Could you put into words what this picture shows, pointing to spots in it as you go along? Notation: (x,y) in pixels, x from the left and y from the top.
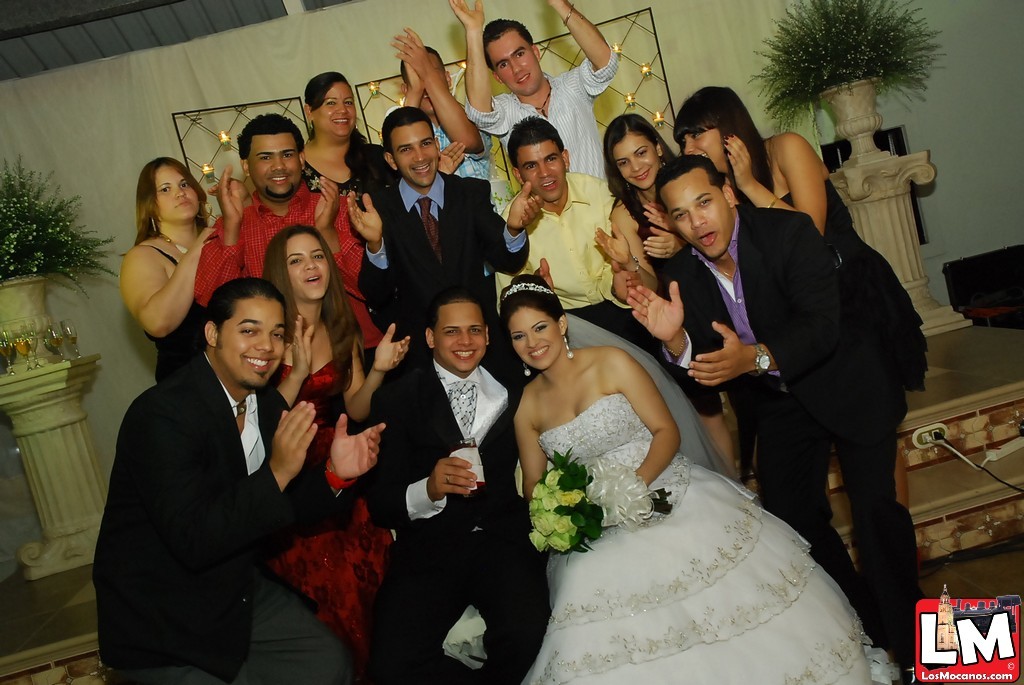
In this image we can see people (447,252). In the background of the image (159,95) there is a white colored cloth (346,59). There are flower vases (56,248). At the bottom of the image (932,605) there is a logo (957,610). To the right side of the image (957,68) there is wall (966,102).
